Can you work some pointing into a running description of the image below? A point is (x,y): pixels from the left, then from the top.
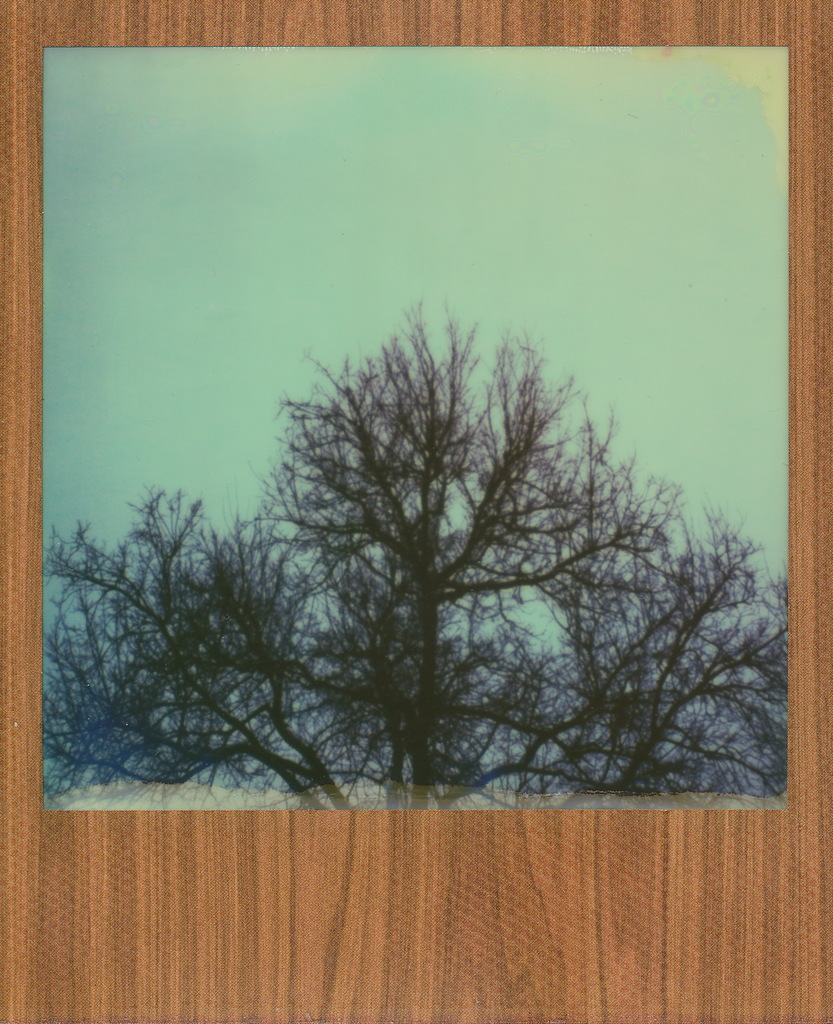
In this image we can see a photo frame (506,46) and we can see few trees (575,747) and the sky (332,212) and the photo frame (332,212) placed on the wooden surface (460,863).
